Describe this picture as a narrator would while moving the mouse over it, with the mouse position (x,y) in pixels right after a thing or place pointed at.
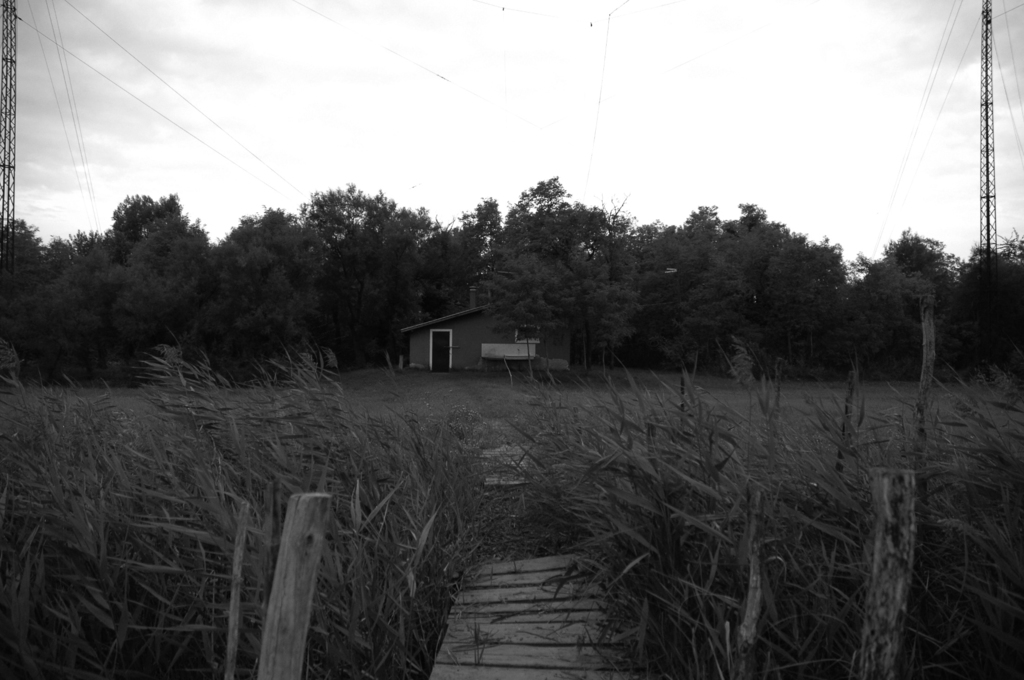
In this picture I can see few trees (377,264) and a house (510,361) and I can see couple of towers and few plants (633,543) and I see a small wooden bridge (483,656) and few sticks (894,483) and a cloudy sky (572,82).
